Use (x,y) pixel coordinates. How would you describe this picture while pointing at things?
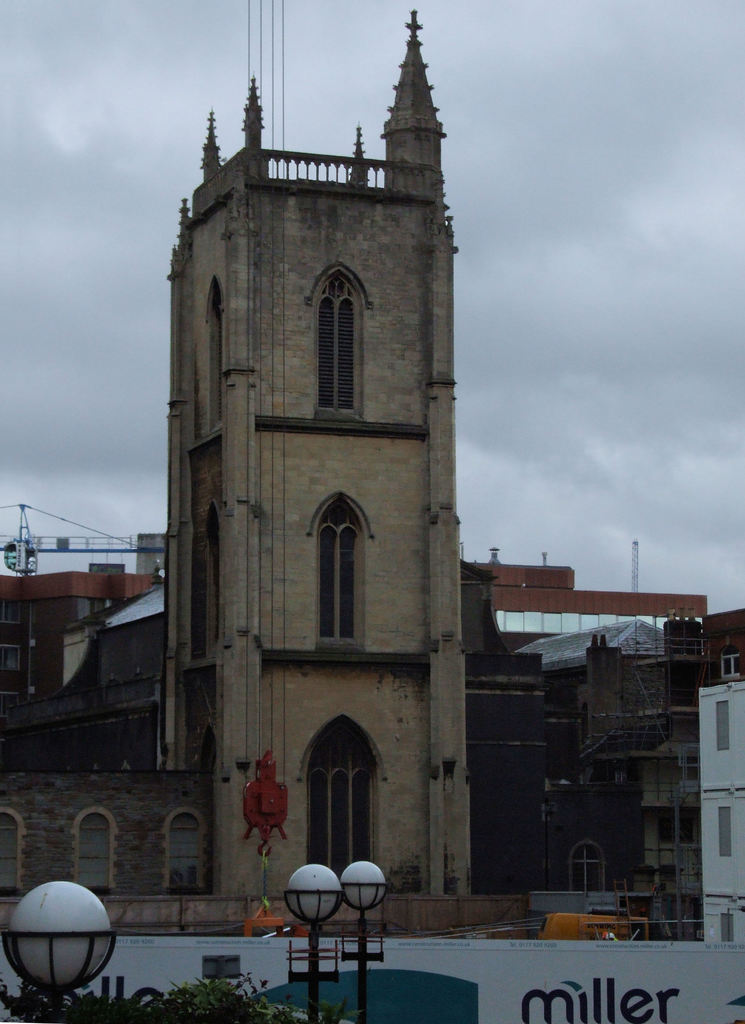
In the center of the image (342,551) a building (324,599), towers (405,626), machine (280,795), rope (273,128) are there. At the bottom of the image (462,940) we can see lights (299,886), poles (324,975), trees (286,1002), board (568,992) are there. At the top of the image (602,181) clouds (558,430) are present in the sky (73,458). In the middle of the image (289,514) windows (590,868), wall (390,801), door (355,787) are there.
